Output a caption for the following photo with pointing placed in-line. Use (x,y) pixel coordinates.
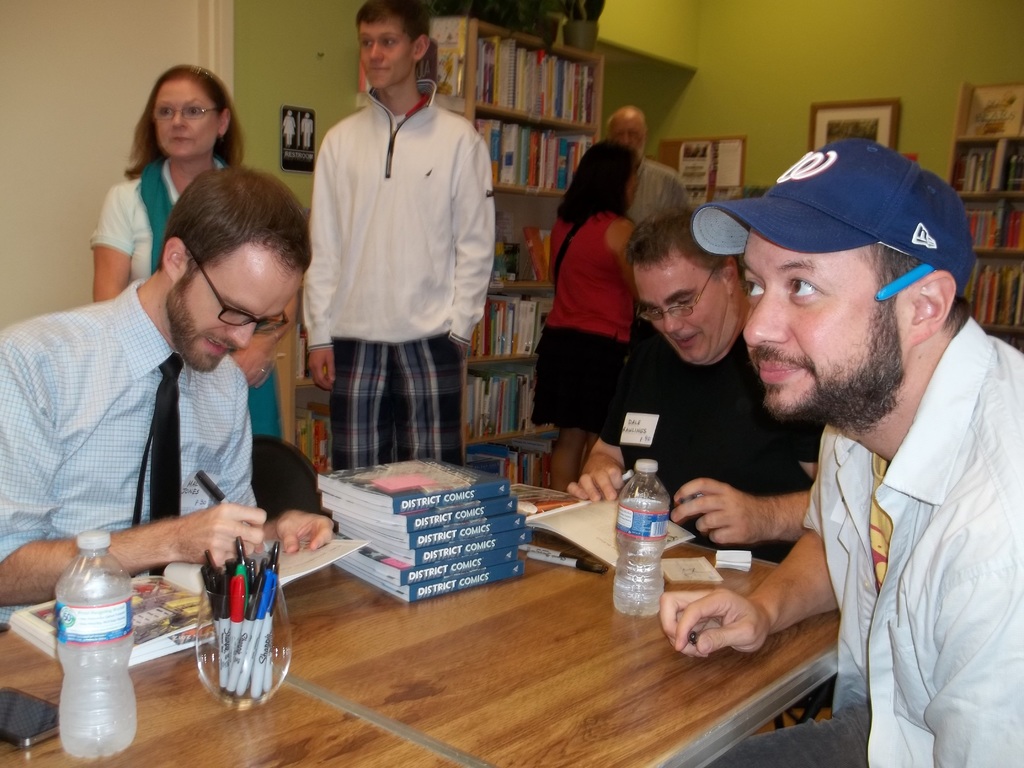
There are three people (706,382) sitting. This is the table (381,685) with books (431,542), pen stand (279,666), water bottles (76,739) and a mobile phone (41,717) placed on the table (535,705). Here are few people (420,168) standing. At background (518,111) I can see books (534,156) placed inside the bookshelf (471,36). These are the frames (831,113) and posters (719,155) attached to the wall (823,76). This looks like the sign board (291,137). I think this is the door (66,153).
